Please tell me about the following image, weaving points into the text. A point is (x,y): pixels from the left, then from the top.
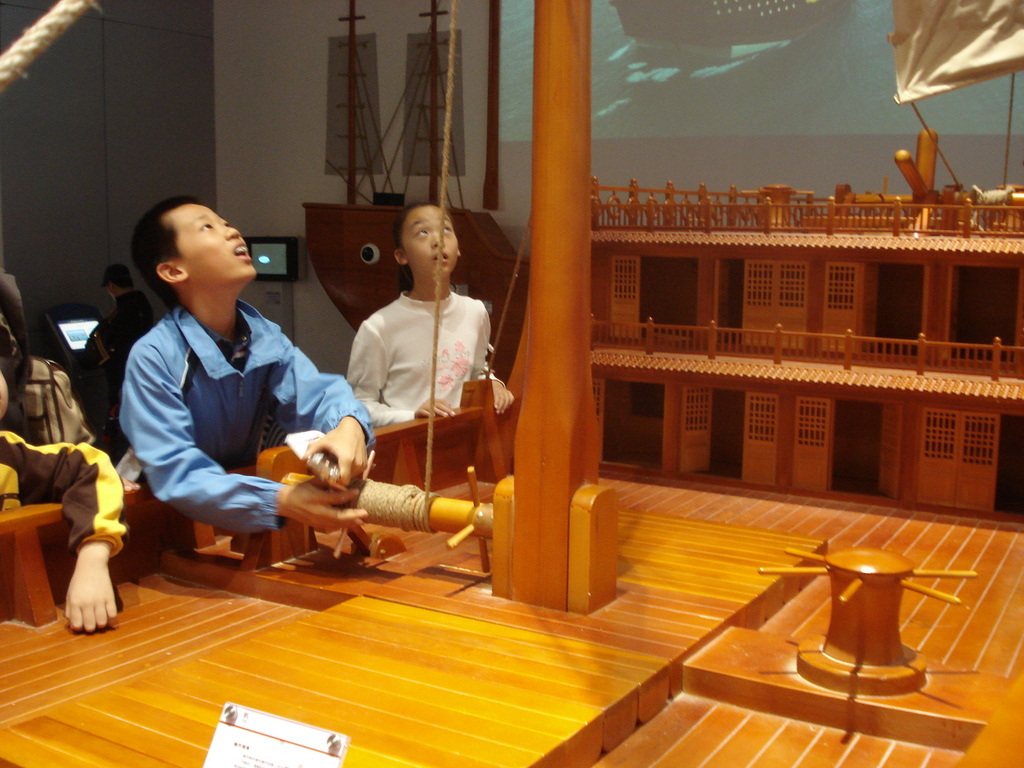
In the image we can see there are children (214,392) wearing clothes (139,396). Here we can see the wooden floor (481,654), rope (413,502) and the pole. Here we can see projected screen (669,86) and the small wooden house (821,385).
